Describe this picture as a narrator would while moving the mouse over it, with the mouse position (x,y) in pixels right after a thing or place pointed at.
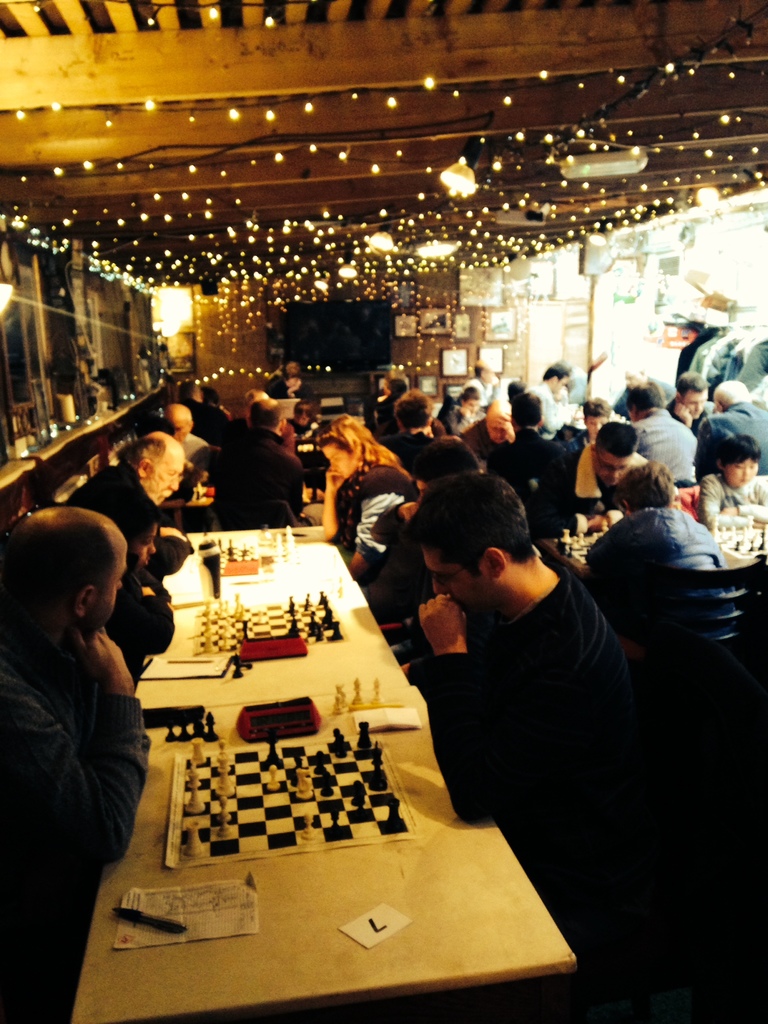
There is a group of people (342,447). They are sitting on a chairs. There is a table (328,707). There is a chessboard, paper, box (270,725), pen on a table (224,699). There is a table (141,683) on left side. There is a glasses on a table (159,694). We can see in the background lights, roof (251,264), clock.
